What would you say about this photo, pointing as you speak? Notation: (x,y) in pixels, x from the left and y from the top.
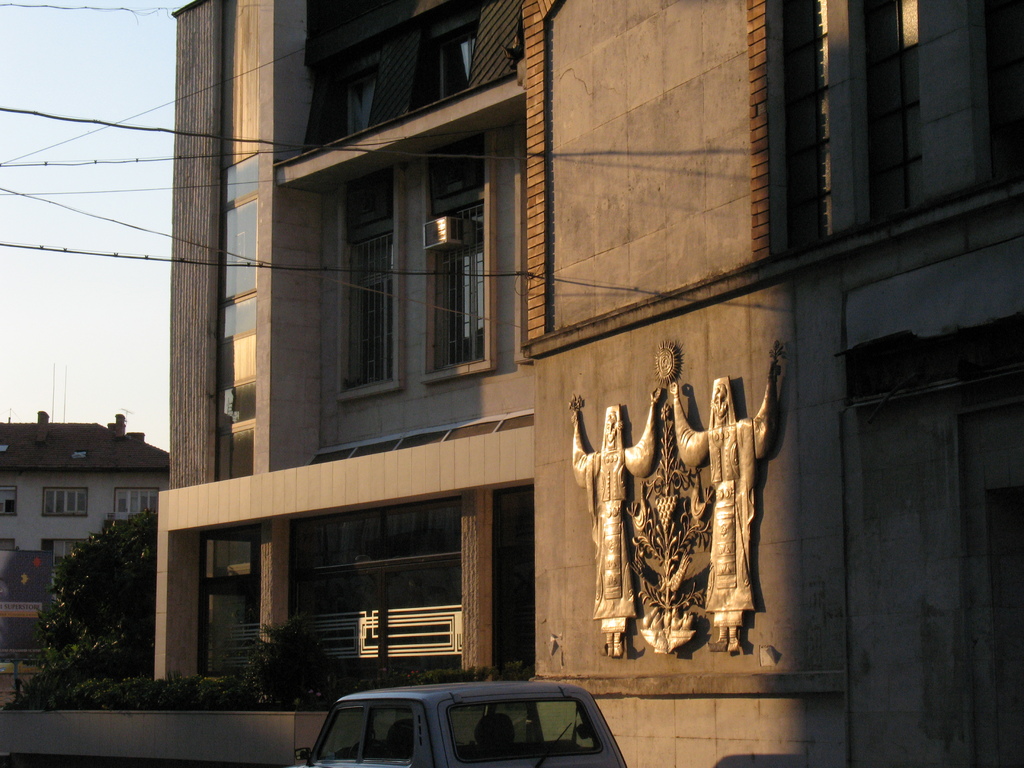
In this picture we can see few buildings (315,486) and a car (446,697) on the road (189,763), beside to the building (187,185) we can find few trees (131,554) and cables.
